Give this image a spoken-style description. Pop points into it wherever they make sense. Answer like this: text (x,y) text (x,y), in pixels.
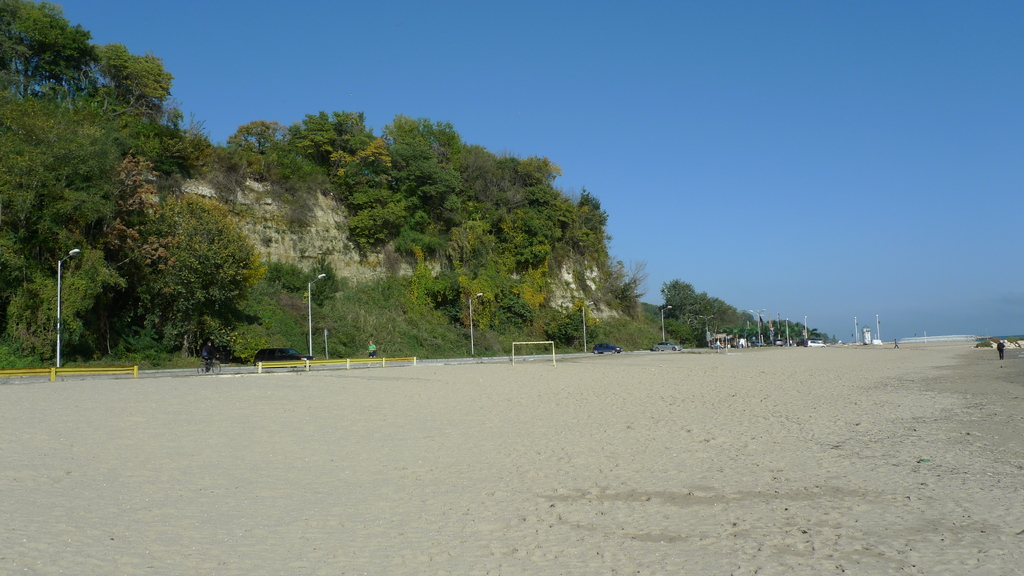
In this image at the bottom (505,468) there is sand (748,467), and in the background (17,344) there are some poles (707,333), benches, vehicles (617,351) and trees (280,164). At the top of the image (750,93) there is sky (760,139).
